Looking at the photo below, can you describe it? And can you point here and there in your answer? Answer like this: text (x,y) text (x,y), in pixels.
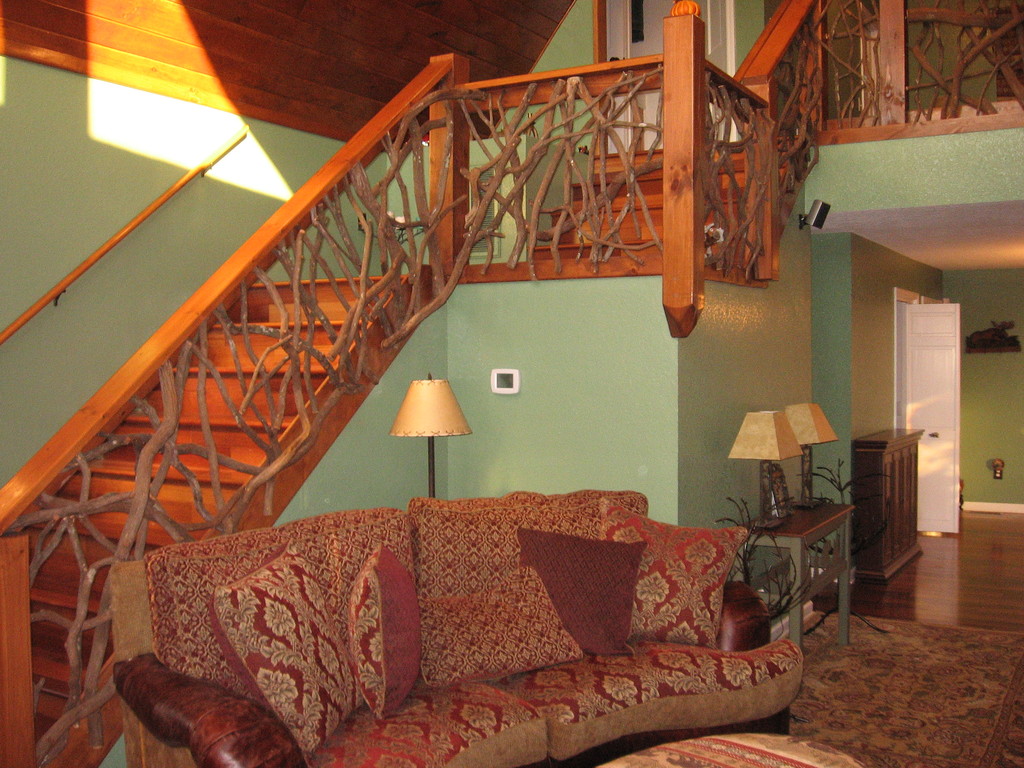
there is a room (882,707) in which there is a red and a golden sofa (626,692). there are cushions (432,651) on it. behind that there is table (815,529) on which there are 2 lamps (767,450). at the back (542,370) there are green walls (808,332) and a white door (933,407). at the left (65,612) there are stairs (193,415) which are brown in color. at the top (651,53) there is a white door (655,15).
